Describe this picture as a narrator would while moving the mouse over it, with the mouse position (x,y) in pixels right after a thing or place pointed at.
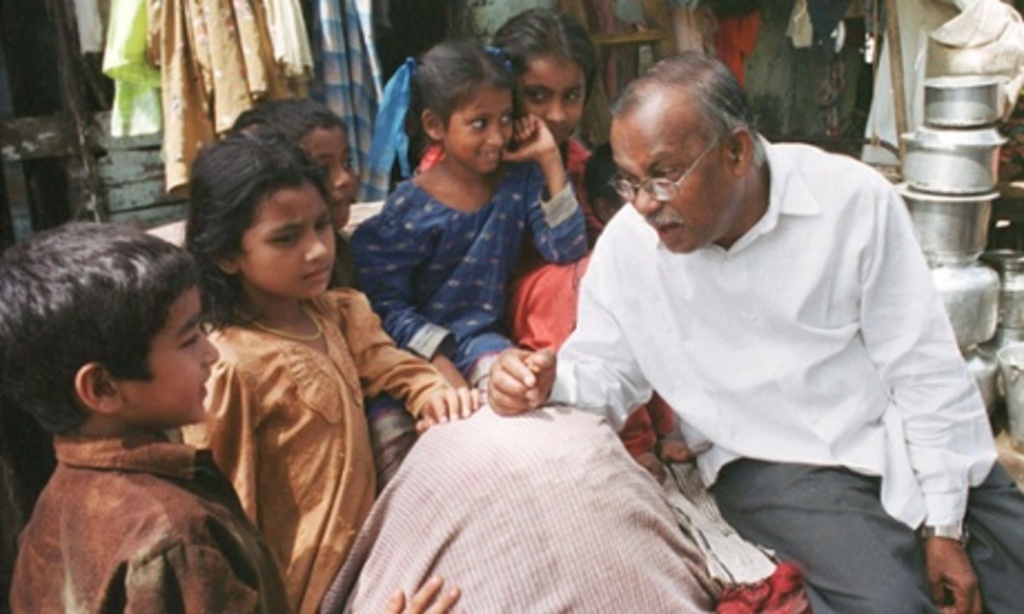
In this image we can see a group of persons (491,278). Behind the persons (509,154) we can see a wall (769,13), wooden object (84,89) and clothes (329,75). On the right side (938,255), we can see the utensils (973,170). In the foreground (558,561) we can see a cloth (534,546).
